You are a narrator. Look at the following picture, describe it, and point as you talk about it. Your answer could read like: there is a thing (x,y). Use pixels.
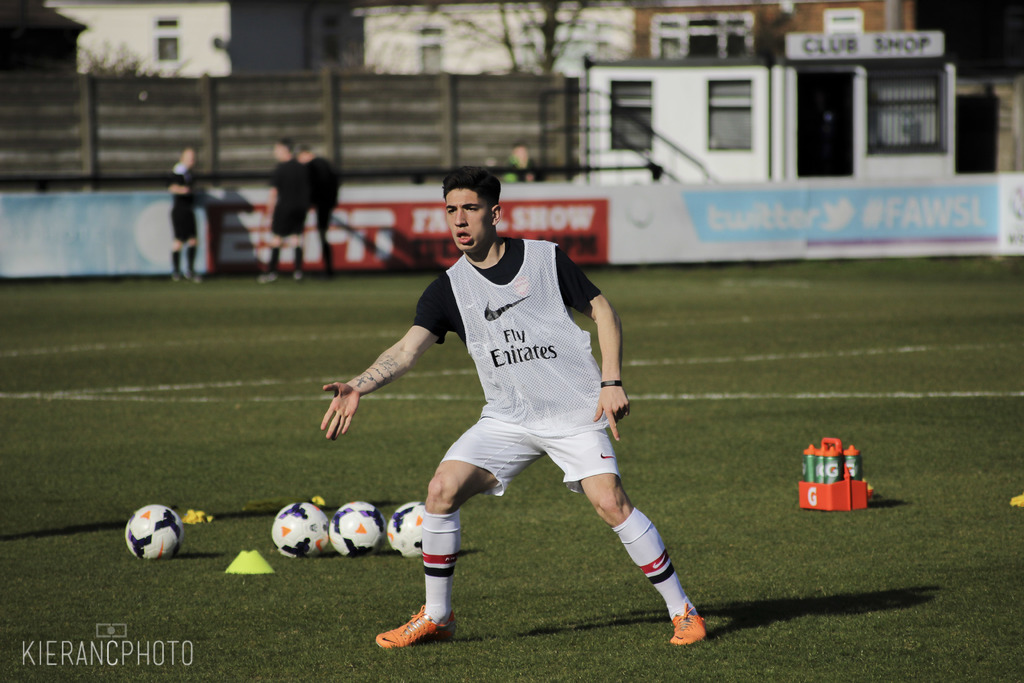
In the image in the center (503,438) we can see few balls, cans (824,465), basket (815,501), yellow color object (242,565) and one person (448,499) standing. And on the left bottom, there is a watermark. In the background (351,48) we can see buildings (144,17), wall (130,17), windows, fence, banners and few people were standing.
